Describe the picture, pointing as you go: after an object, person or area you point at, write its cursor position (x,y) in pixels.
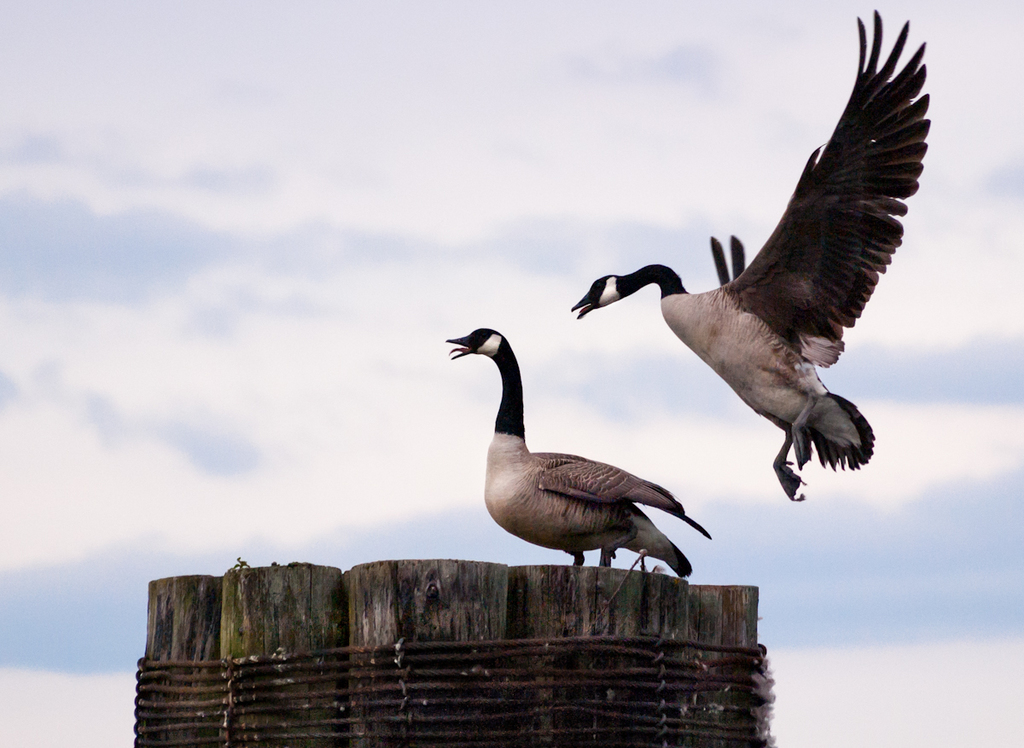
In the image we can see there are two birds (792,414), white and black in color. Here we can see wooden logs (354,667), rope (297,664) and the cloudy sky (324,362).
